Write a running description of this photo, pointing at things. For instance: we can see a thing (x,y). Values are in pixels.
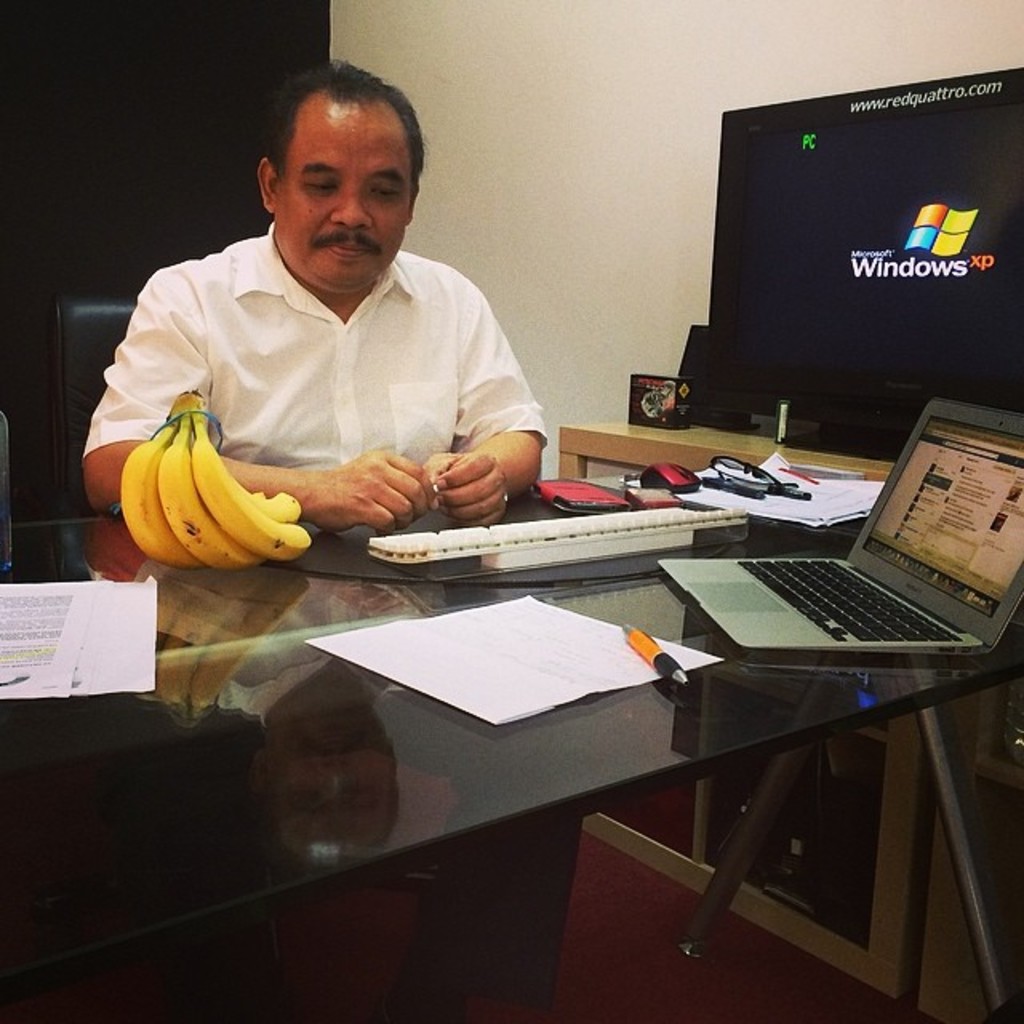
In this image there is one person (312,342) who is sitting on a chair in front of him there is one table (123,817) on that table (140,856) there are some bananas (198,520), papers (120,594), pen (656,658), laptop (797,614), keyboard (606,532), mouse (674,467), spectacles (724,464) are there on the table (148,823). On the right side (909,294) there is one computer (816,300). On the top of the image (572,38) there is wall (563,37) and on the top of the right corner (879,38) there is one wall (818,38) and on the bottom of the right corner (898,864) there is one cupboard (895,936).
